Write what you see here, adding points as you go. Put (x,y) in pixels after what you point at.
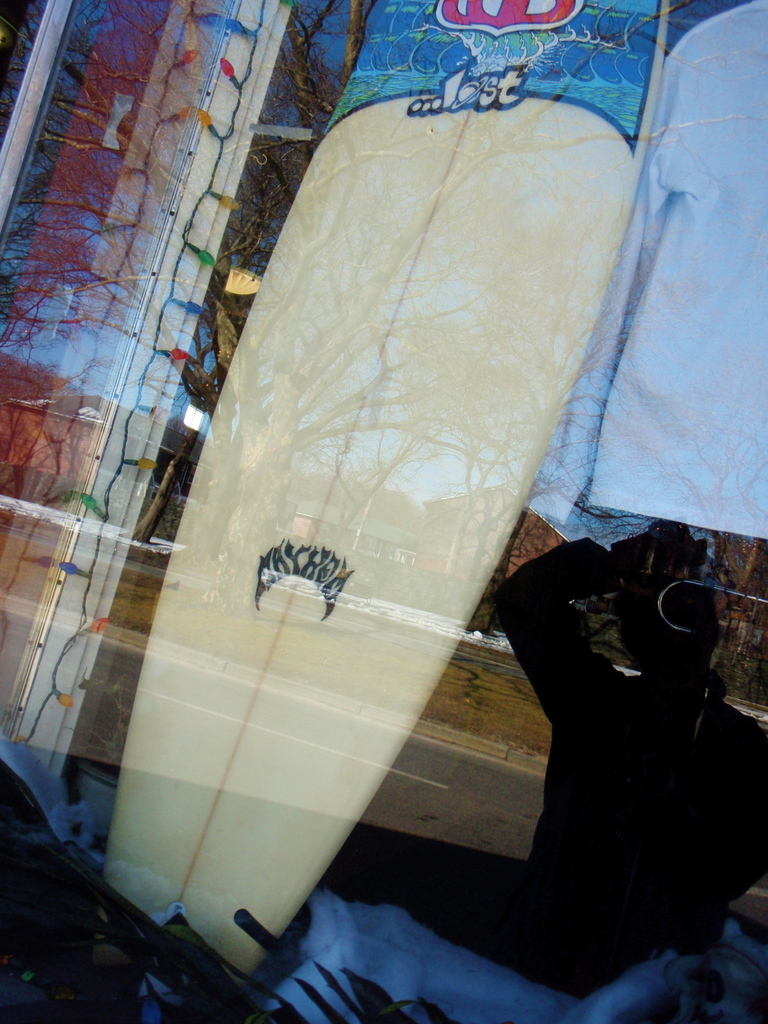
In this image we can see a surfing board (457,238) through a glass (366,175), beside the surfing board (336,386) there are decorative lights (221,200) hanging on the wall (164,375). On the glass (353,453) we can see the reflection (299,463) of a person (504,588), road (453,776), grass (493,732) on the surface (474,677), buildings (463,564) and trees (199,376).
